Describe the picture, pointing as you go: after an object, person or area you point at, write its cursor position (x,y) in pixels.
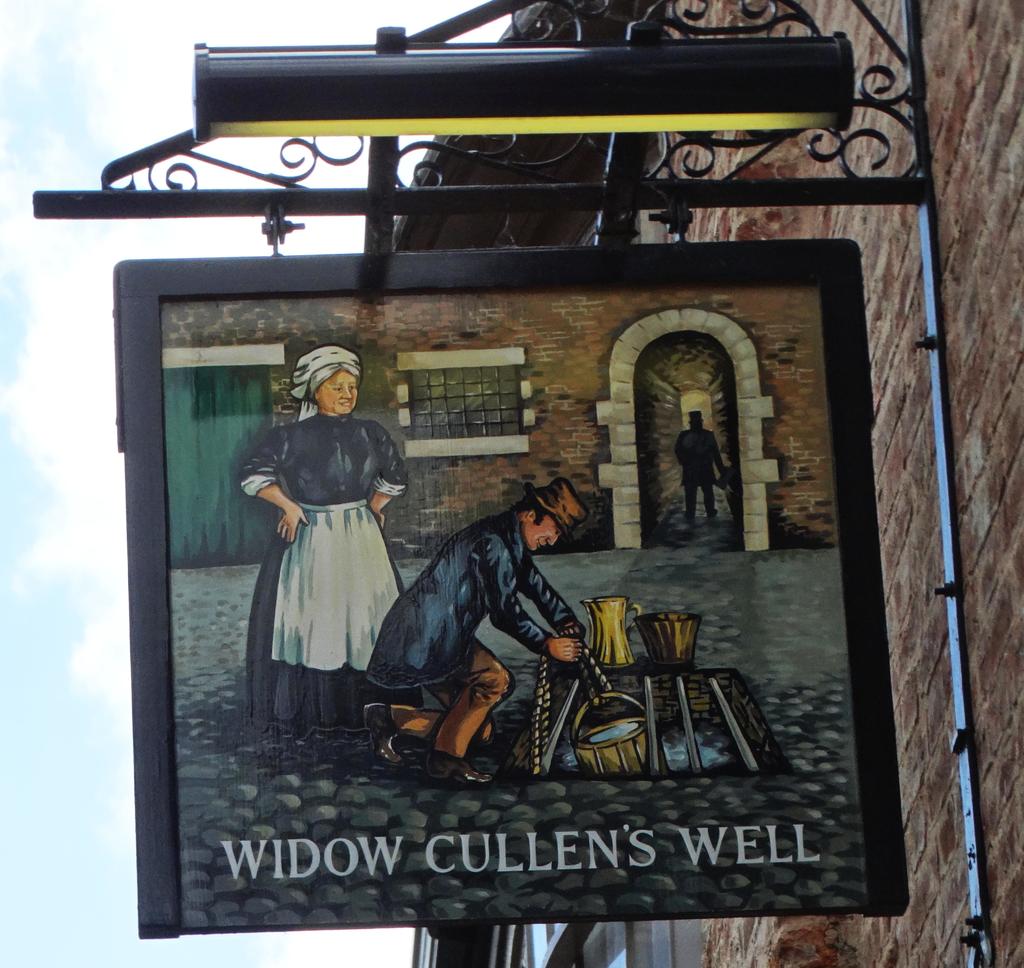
In this image there is a board (872,582) to the wall (1015,548). There is a painting (665,525) on the board (446,497). At the bottom (376,852) there is text (521,867) on the board (521,867). In the painting (391,776) there is a woman (294,564) standing on the ground (282,768). Beside her there is a man (463,616) bending forward and pulling a bucket (613,747) of water (600,736) from the well (666,733). Behind them there is a wall (493,319) of a house (529,317). There are doors (236,414) and windows (471,412) to the house (455,491). To the left (40,664) there is the sky (83,648).
